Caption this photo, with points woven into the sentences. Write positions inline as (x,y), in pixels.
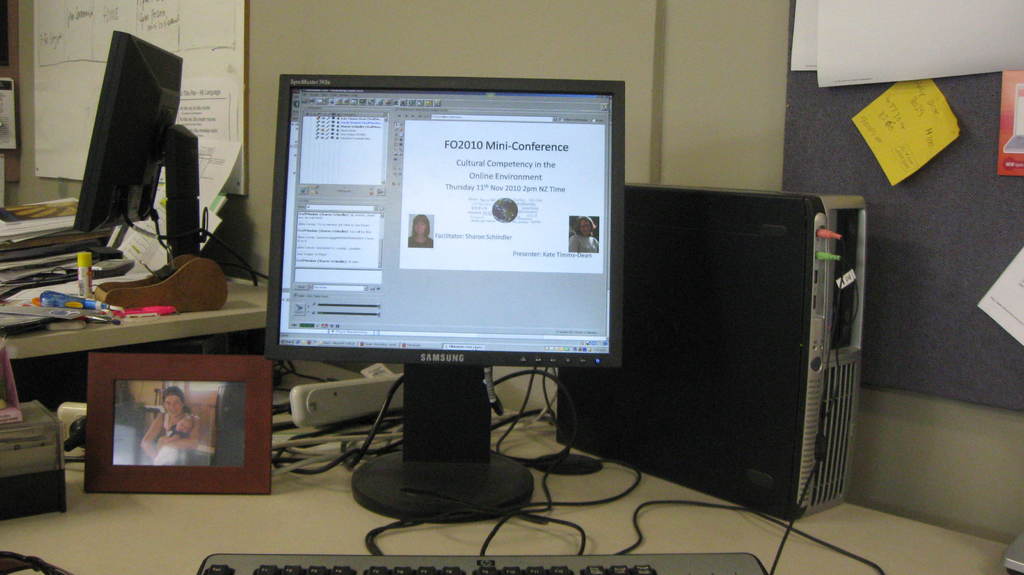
Here I can see a table (730,523) on which two monitors (396,211), CPU (690,286), wires (359,450), photo frame (227,428), papers (139,249) and some other objects (29,474) are placed. In the background (542,42) there is a wall (605,44) to which many papers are attached. On the screen (504,222) I can see some text (363,249) and two images (417,226) of persons (423,231).
